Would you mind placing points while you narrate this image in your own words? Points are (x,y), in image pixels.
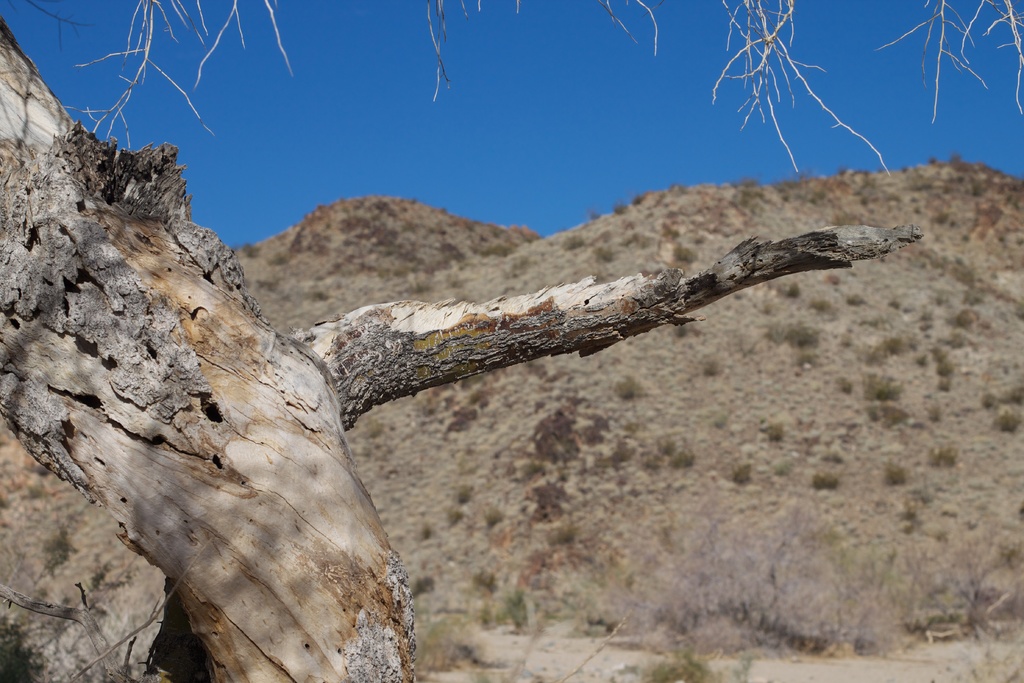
This image consists of a mountain (430,273). To the left (138,389), there is a tree (187,261). At the top (451,36), there is a sky (462,83) in blue color.
